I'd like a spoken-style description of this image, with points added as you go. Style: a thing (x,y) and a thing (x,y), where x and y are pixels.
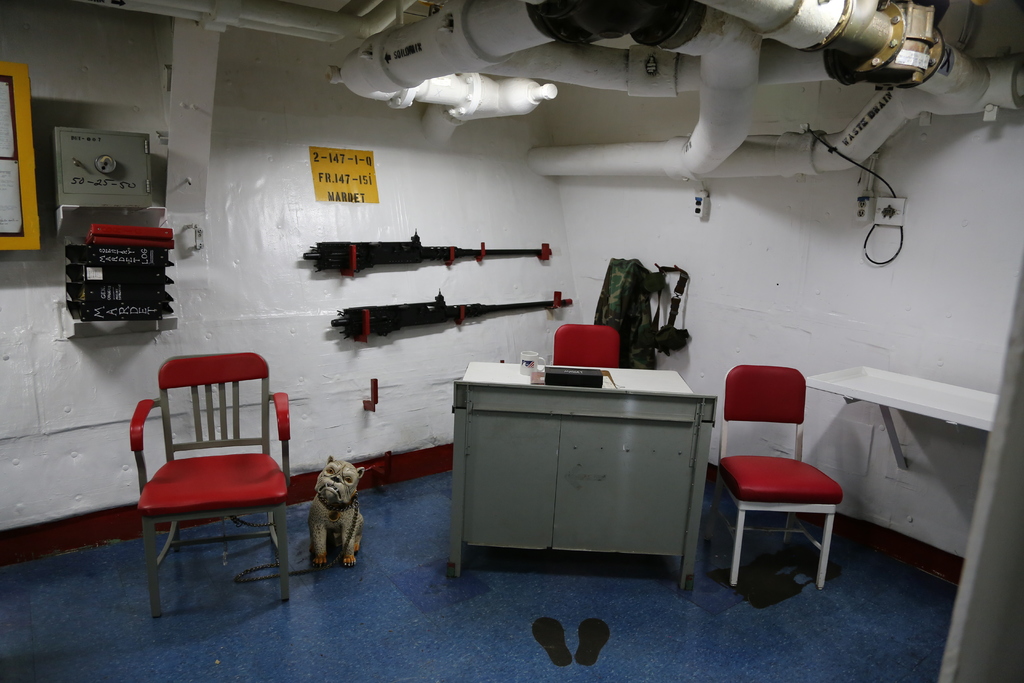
In this picture we can see a few chairs (277,542) on the floor (235,549). There is a dog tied with a chain (239,522) to a chair (245,478) on the left side (327,485). We can see a cup (532,363), box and other objects (608,373) on the desk (472,381). We can see a few guns (517,254), bag (671,330), switchboards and other objects (99,239) are visible on the wall (53,129). It seems like a footwear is on the ground (257,557). We can see a few pipes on top of the picture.
